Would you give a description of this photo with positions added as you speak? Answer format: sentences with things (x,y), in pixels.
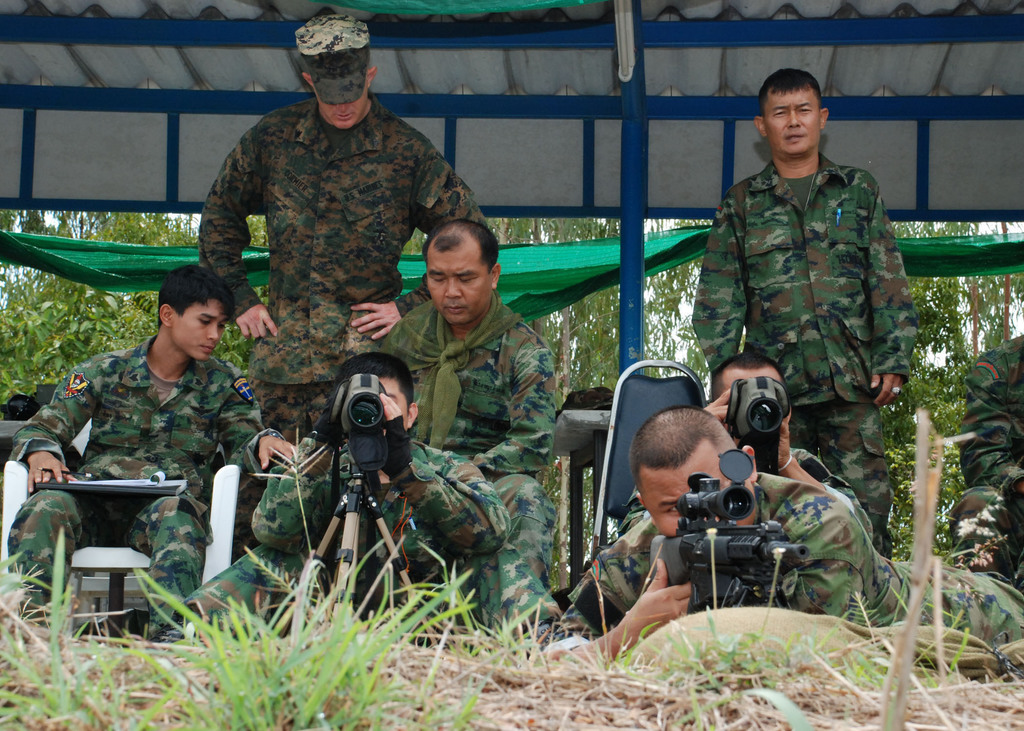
Here in this picture we can see number of army men (275,238) standing, sitting and laying on the ground (332,650) all over there, in the front (710,470) we can see a man (680,476) with a gun (728,478) in front of him and they are standing under a shed (597,177) and we can also see trees (111,295) and plants (77,302) present behind them all over there.
